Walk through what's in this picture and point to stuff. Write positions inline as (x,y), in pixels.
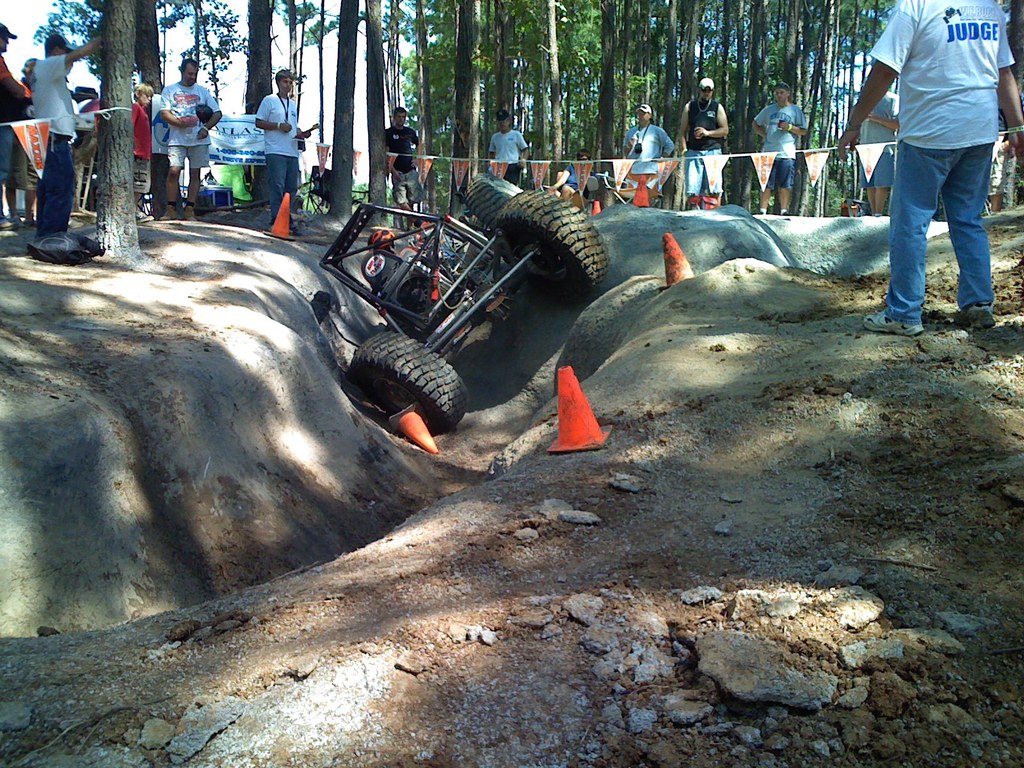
In this picture I can see there is a vehicle (371,350) stuck here and there are some people (715,130) standing around the vehicle (394,363). In the backdrop (842,23) I can see there are some trees (432,112) and the sky (278,27) is clear.
